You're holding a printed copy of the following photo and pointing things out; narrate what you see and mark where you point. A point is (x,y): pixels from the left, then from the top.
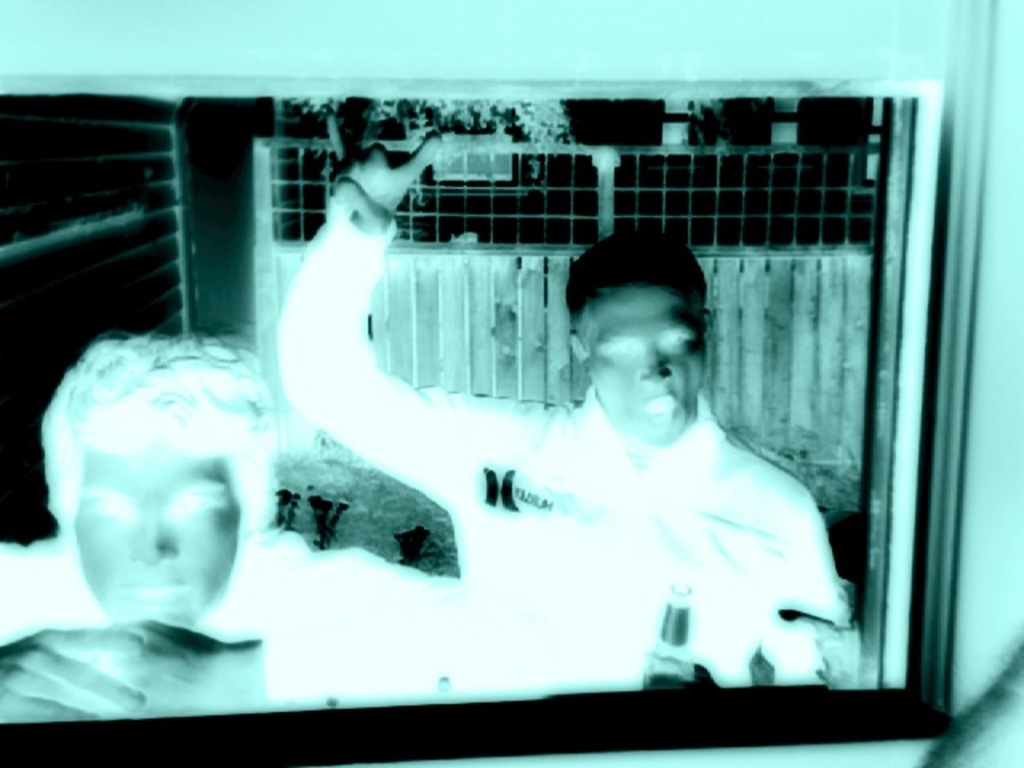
In this image we can see a photograph (388,385) and photo frame (652,703). In the photograph (400,584) two persons (462,600) are there. Behind them fencing (482,279) is there.
